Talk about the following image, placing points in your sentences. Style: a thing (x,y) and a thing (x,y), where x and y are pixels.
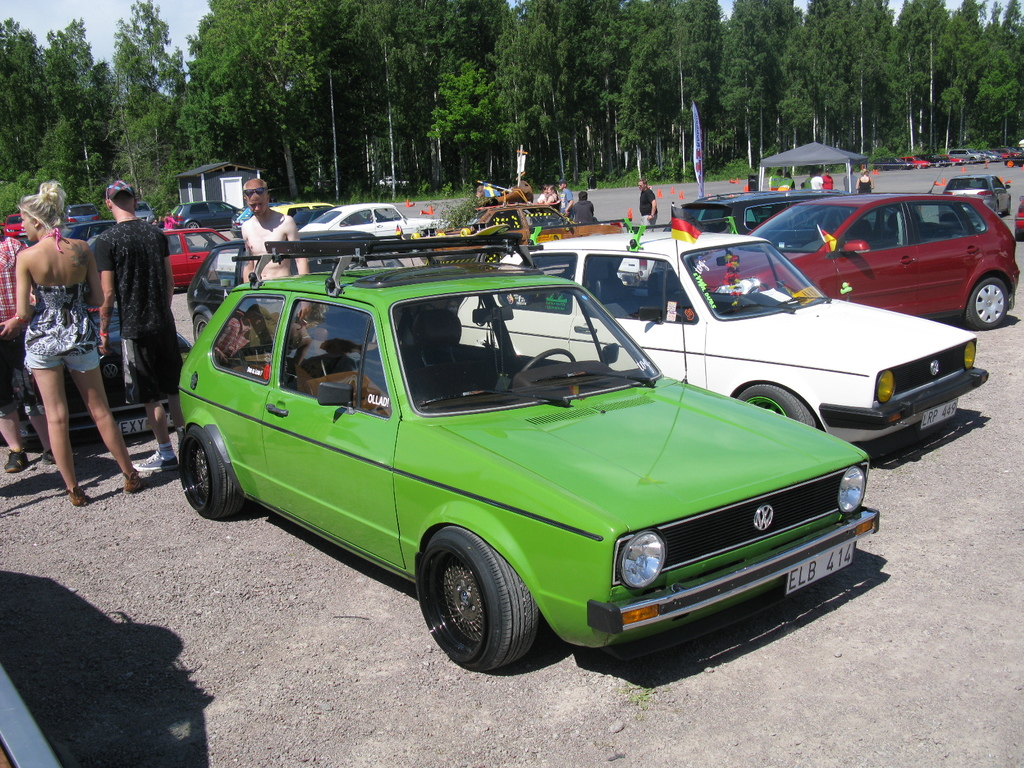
In this image we can see a few vehicles (277,385) on the ground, there are some people (149,270), flags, trees (273,188) and sheds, also we can see the sky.
